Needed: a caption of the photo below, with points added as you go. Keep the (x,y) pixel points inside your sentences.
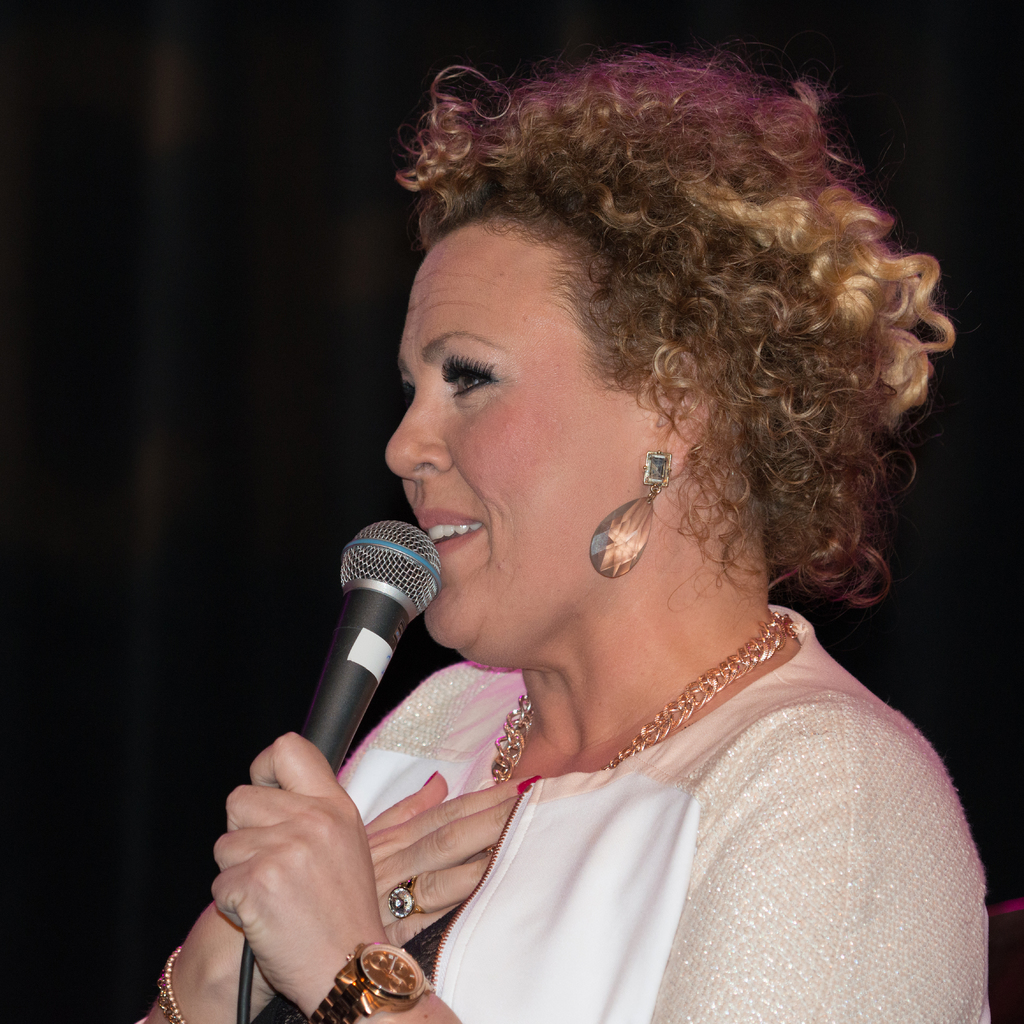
This picture seems to be of inside. In the center (533,614) there is a woman (723,940) wearing white color dress (769,877), holding a microphone (388,562) and seems to be talking. In the background (315,117) we can see a black color curtain (286,100).
